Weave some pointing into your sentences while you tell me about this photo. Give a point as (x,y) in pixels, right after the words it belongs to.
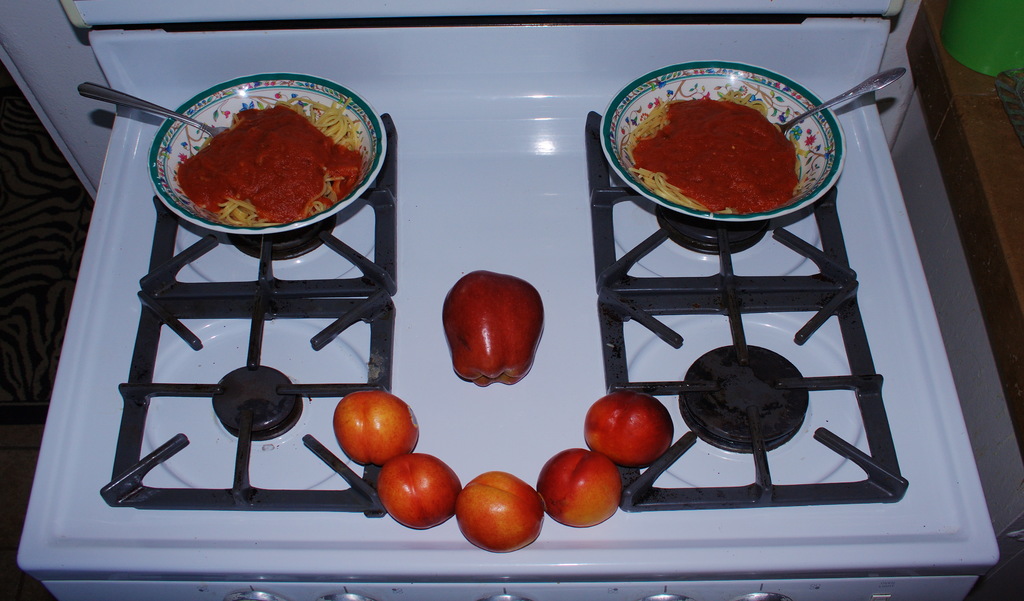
In this image we can see two bowls (834,156) with food items (238,225) and spoons (806,116) are kept on the stove (173,402). Here we can see fruits (350,449) are also kept. Here we can see the floor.
